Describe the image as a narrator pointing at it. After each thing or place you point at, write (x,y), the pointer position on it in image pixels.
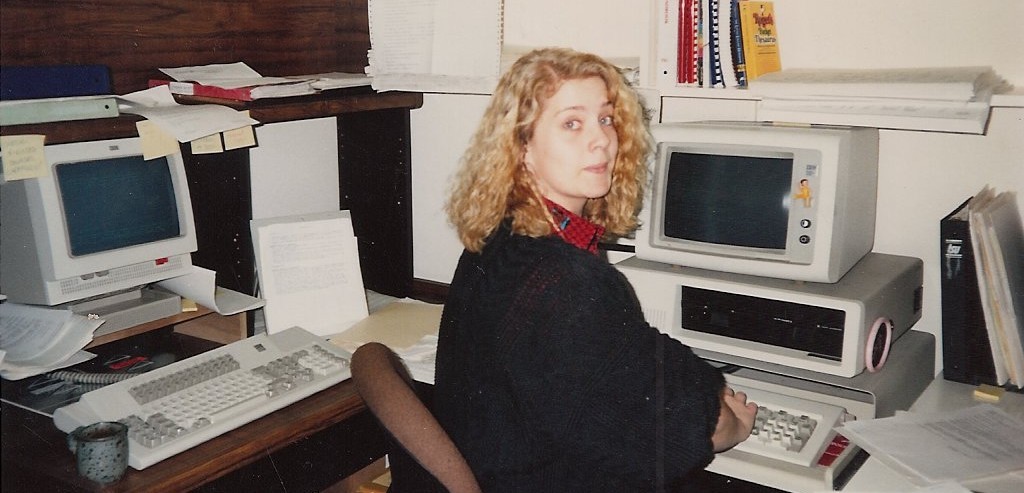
In this image, In the middle (569,315) there is a girl (589,346) sitting on the chair (430,424) and she is using the keyboard (761,435) which is in white color, There is a monitor (751,154) which is in white color, In the left side of the image (298,449) there is a table (200,467) which is in brown color, There is a keyboard (215,364) and monitor (119,254) which is in white color, There are some books (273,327) kept on the table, In the background (146,46) there is a brown color wall (235,37).
